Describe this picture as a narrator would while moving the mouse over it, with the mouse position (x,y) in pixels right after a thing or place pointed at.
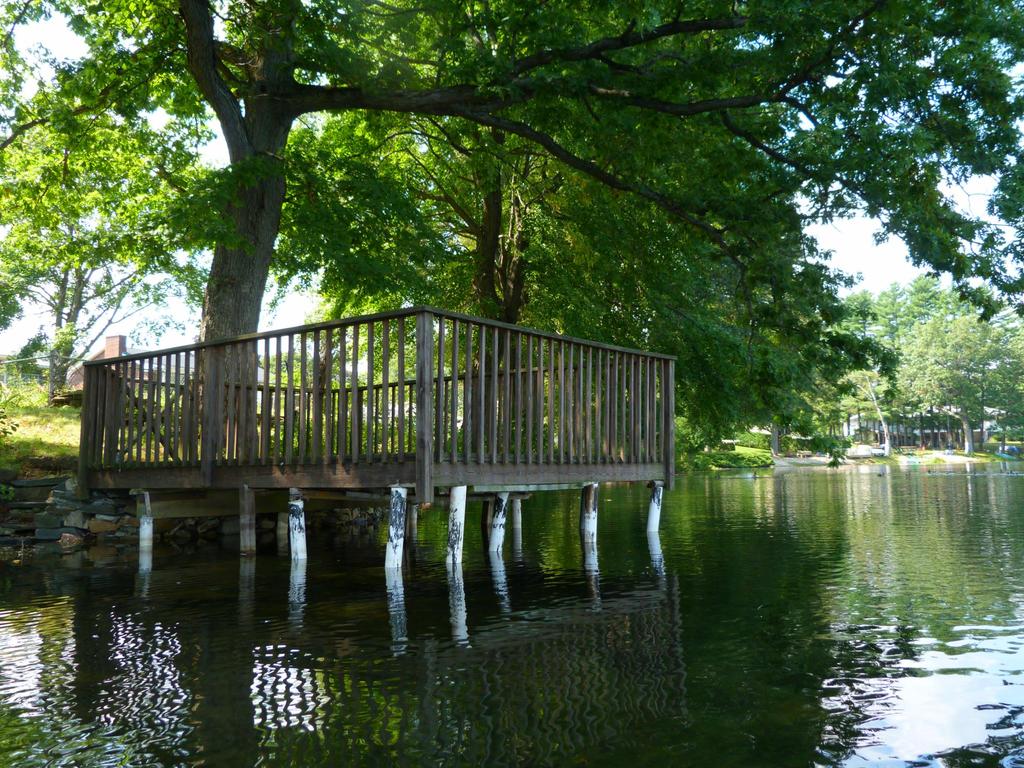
In this image there is the water (724,624). To the left (253,433) there is a dock (570,465) on the water (891,607). There is a wooden railing (294,401) around the dock (556,462). In the background (310,306) there are trees (848,375) and houses (123,349). At the top (850,248) there is the sky (850,248). There is grass (51,409) on the ground (7,419).
